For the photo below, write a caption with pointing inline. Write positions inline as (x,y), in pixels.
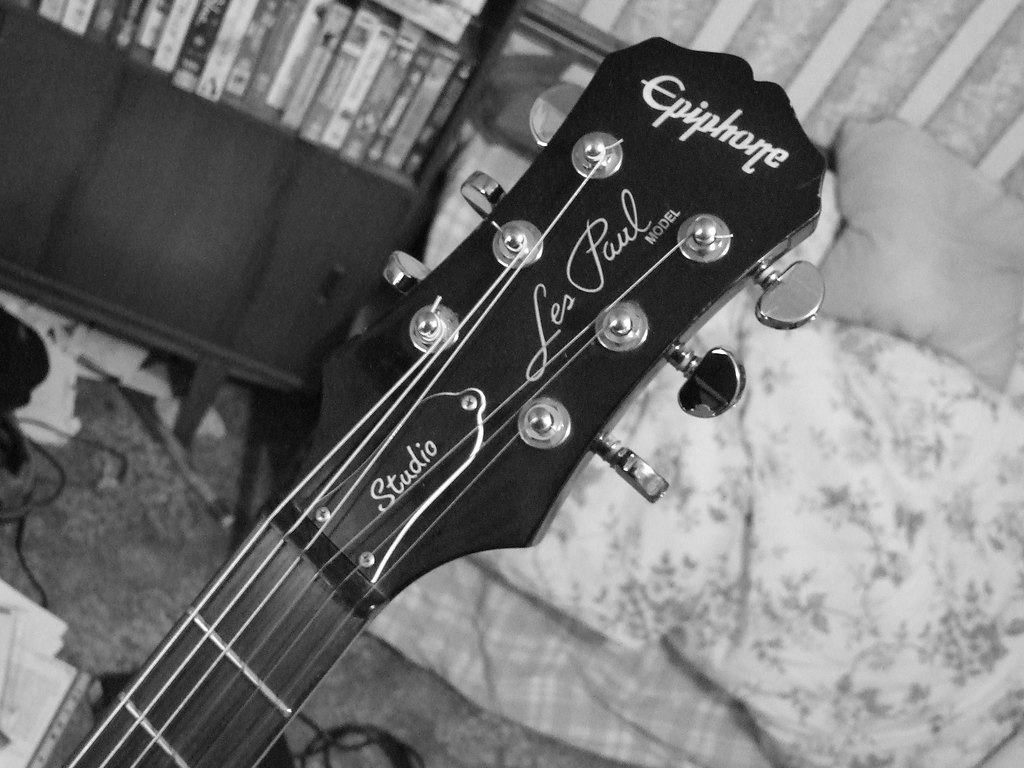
Black and white picture. This is guitar head (524,242) with tuners (410,267). This rack (400,177) is filled with books (337,69). This is a couch (867,362) with pillow (949,308). On floor (401,734) there is a cable (389,739).
